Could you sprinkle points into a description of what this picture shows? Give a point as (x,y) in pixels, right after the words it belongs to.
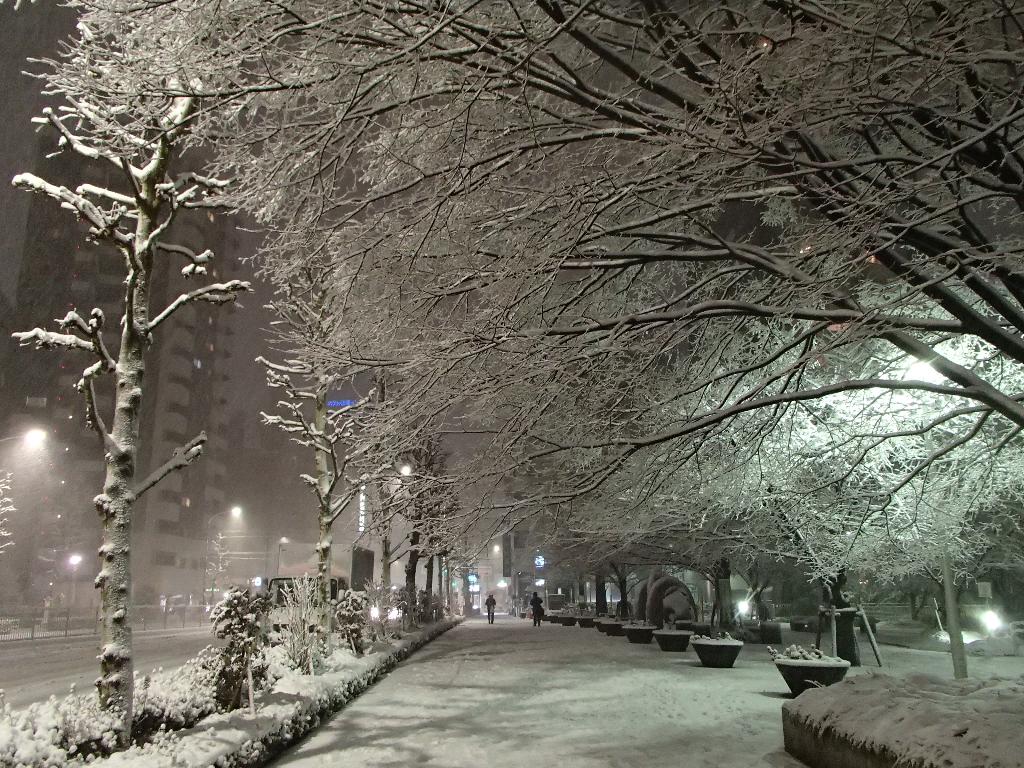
In this picture there are trees (578,250) and buildings (57,136) on the right (709,581) and left side of the image (92,250) and there are people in the center of the image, there is snow (97,709) at the bottom side of the image (379,748) and on trees (581,143), it seems to be the picture is captured during night time.
